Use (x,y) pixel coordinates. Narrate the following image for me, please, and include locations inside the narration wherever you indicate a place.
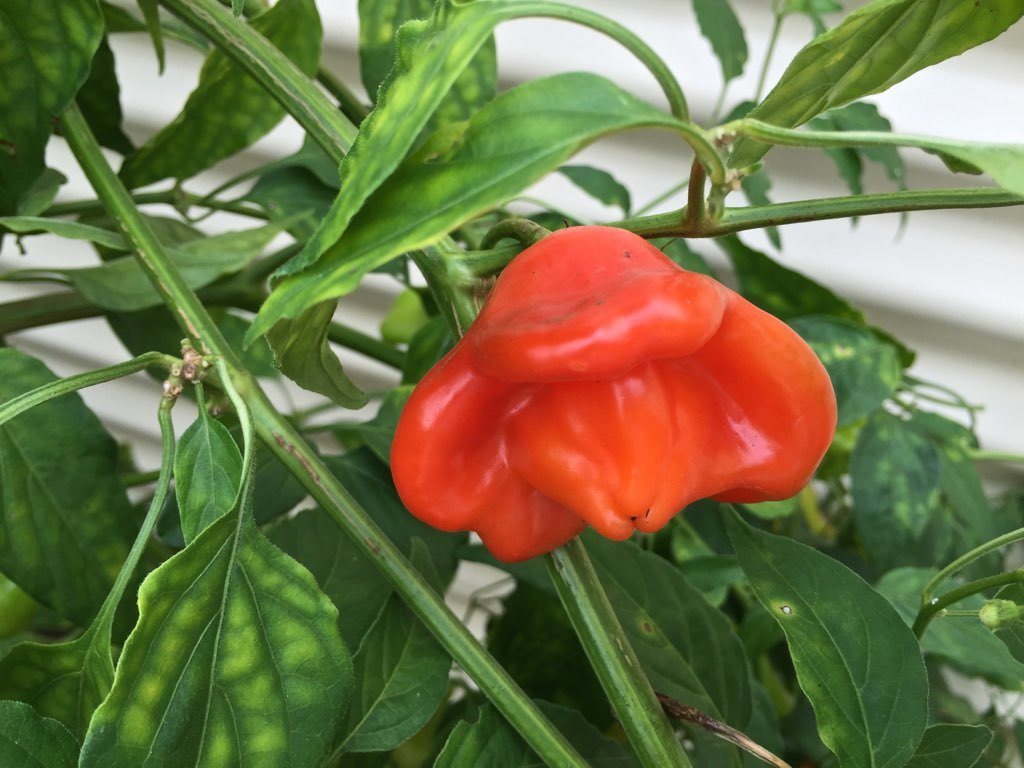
In this image I can see a plant (57,487) which has a vegetable (630,502).
